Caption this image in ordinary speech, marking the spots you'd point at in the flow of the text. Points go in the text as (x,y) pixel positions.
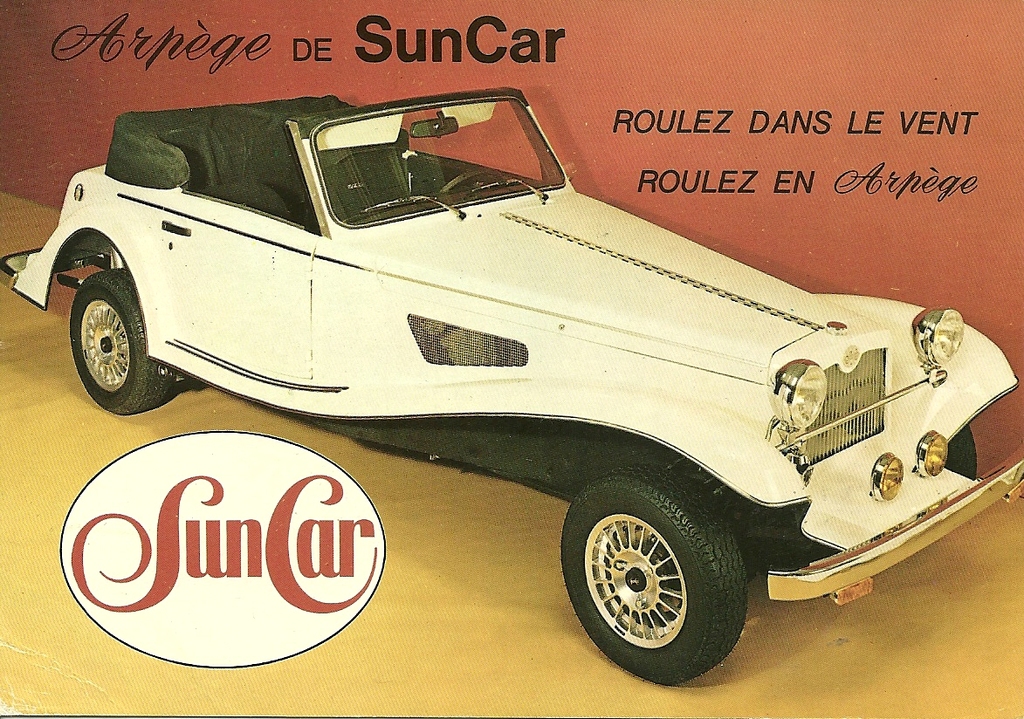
In this image we can see a poster (215,311) in which there is a car (201,311) which is in white color and there are some words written on it.
